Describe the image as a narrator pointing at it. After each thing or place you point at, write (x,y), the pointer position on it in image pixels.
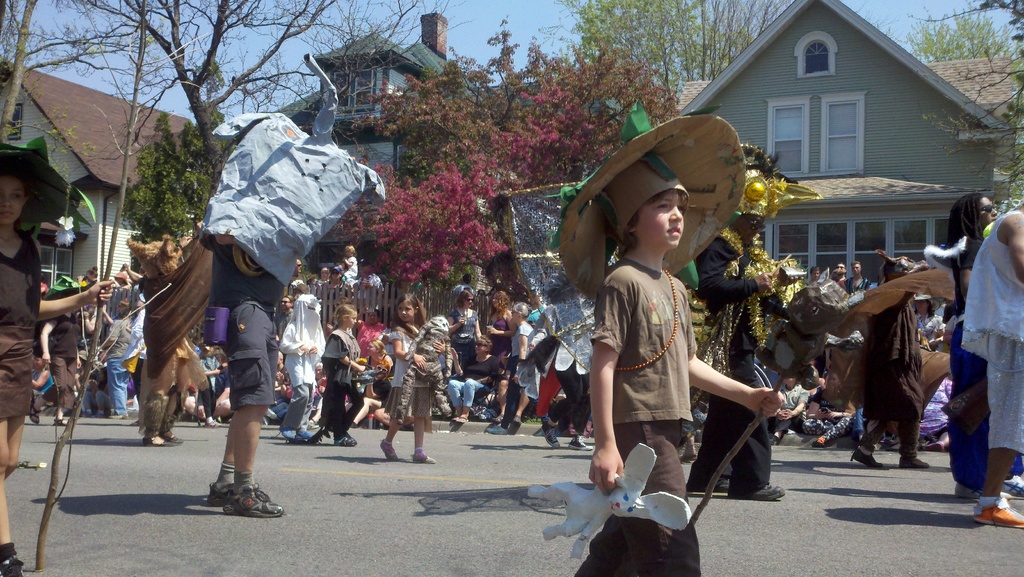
In this picture we can see a group of people (869,305), some objects (583,284) and some people (644,532) are walking on the road (495,457). In the background (197,26) we can see trees (652,38), fence (427,292), buildings (74,159) with windows (843,171) and the sky (301,49).
